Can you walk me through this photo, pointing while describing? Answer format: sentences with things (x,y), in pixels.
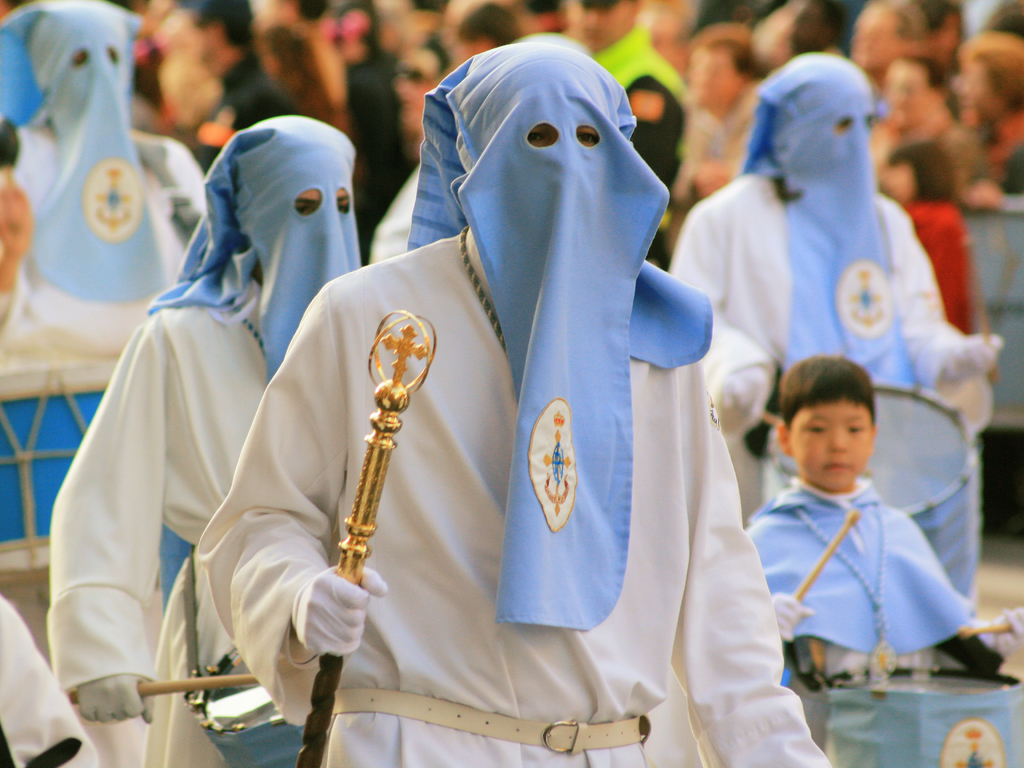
In this image I can see few persons (511,461) wearing blue and white colored dresses (507,394) are standing and holding few objects (385,418) in their hands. In the background (726,47) I can see number of persons (725,59) standing.
